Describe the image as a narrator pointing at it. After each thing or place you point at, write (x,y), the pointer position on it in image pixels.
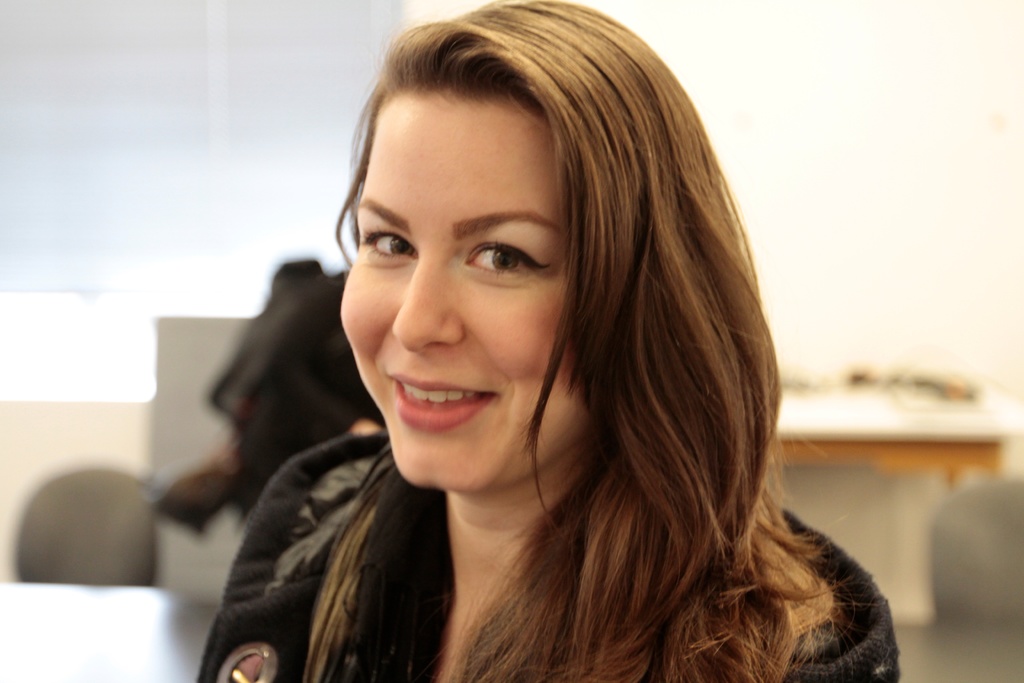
Here I can see a woman (414,461) smiling and looking at the picture. On the right side (812,419) there is a table (792,423). At the back of this woman (332,602) there is another person (312,329) and there are few objects (116,507). The background (243,459) is blurred.
